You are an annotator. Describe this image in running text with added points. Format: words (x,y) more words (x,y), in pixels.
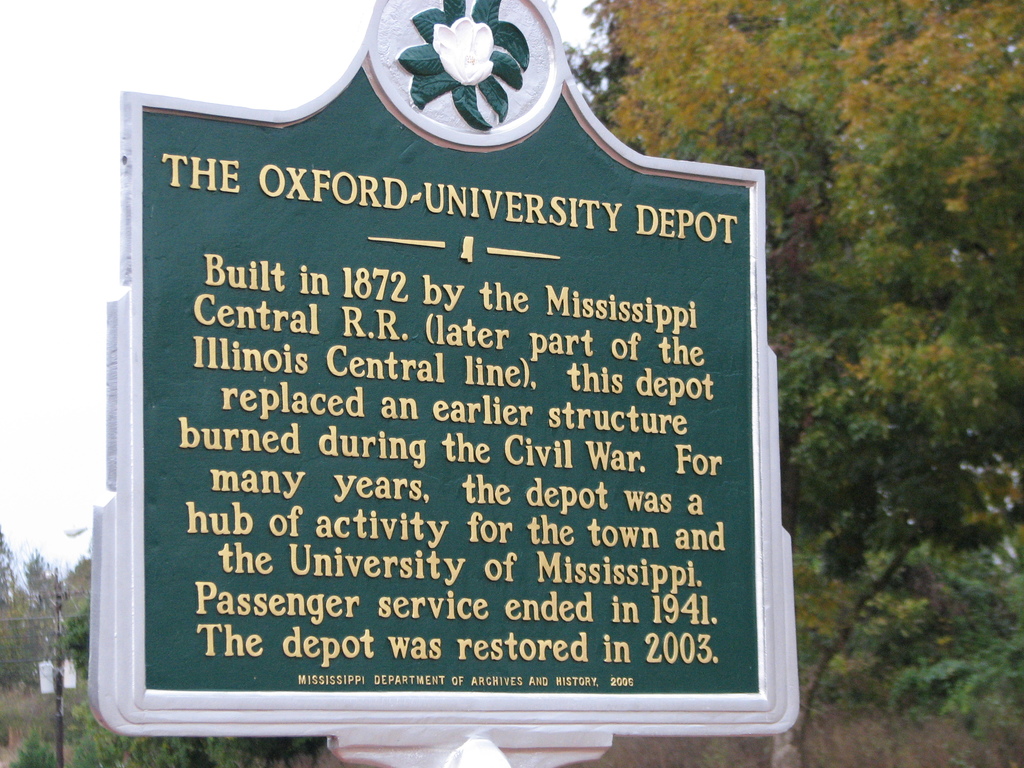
In this image we see a board (391,468) which consists of some text (554,336) on it, and in the background (852,258) there are trees (852,258) and a current pole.
